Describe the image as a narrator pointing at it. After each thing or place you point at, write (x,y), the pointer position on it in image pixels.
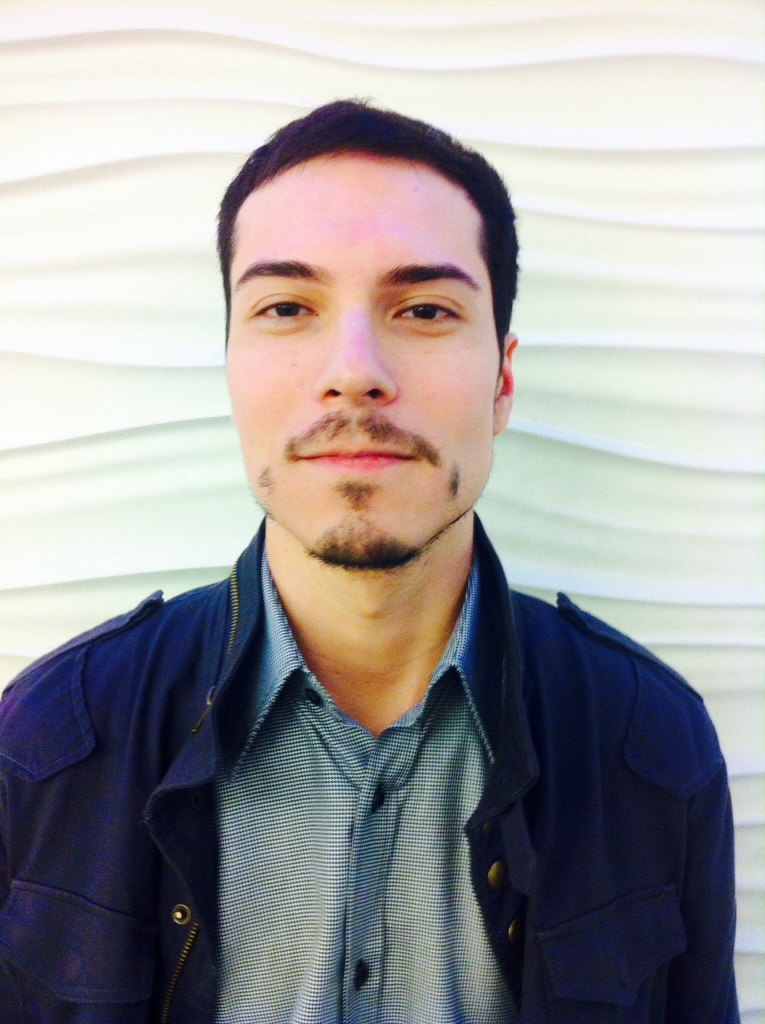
In this image we can see a person (340,431) wearing a blue color jacket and in the background (578,322) it looks like the wall (574,166).
